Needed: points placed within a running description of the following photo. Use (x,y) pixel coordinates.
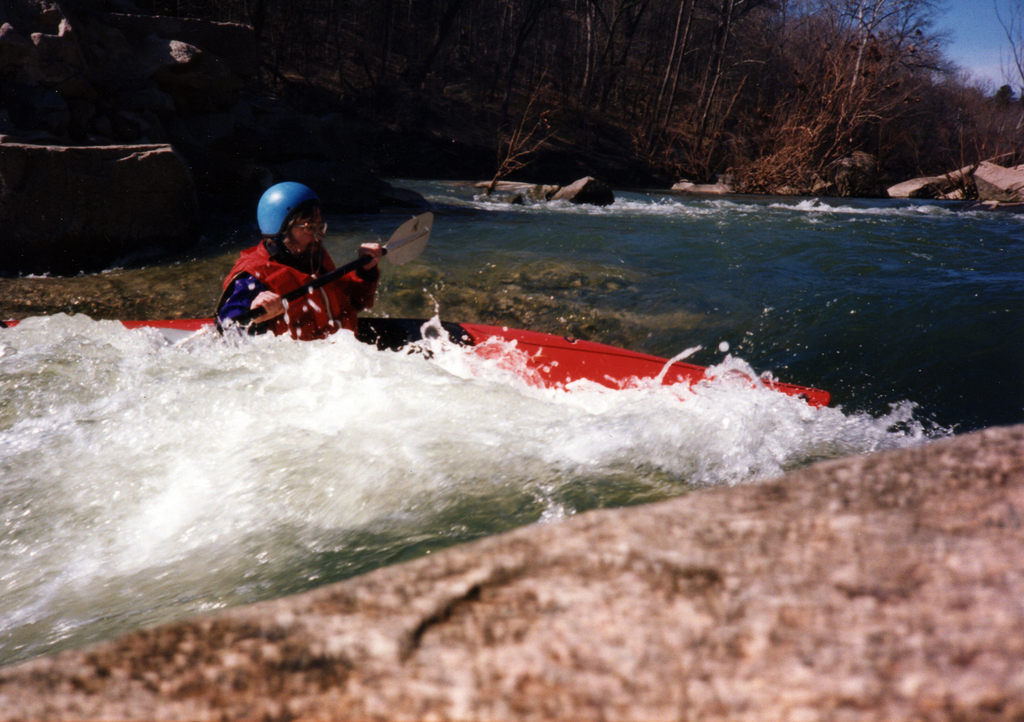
In this image we can see a person (338,290) rowing a boat (496,328) on the water (625,302) and in the background (1003,179) there are rocks (276,133), trees (752,78) and sky (959,51).
